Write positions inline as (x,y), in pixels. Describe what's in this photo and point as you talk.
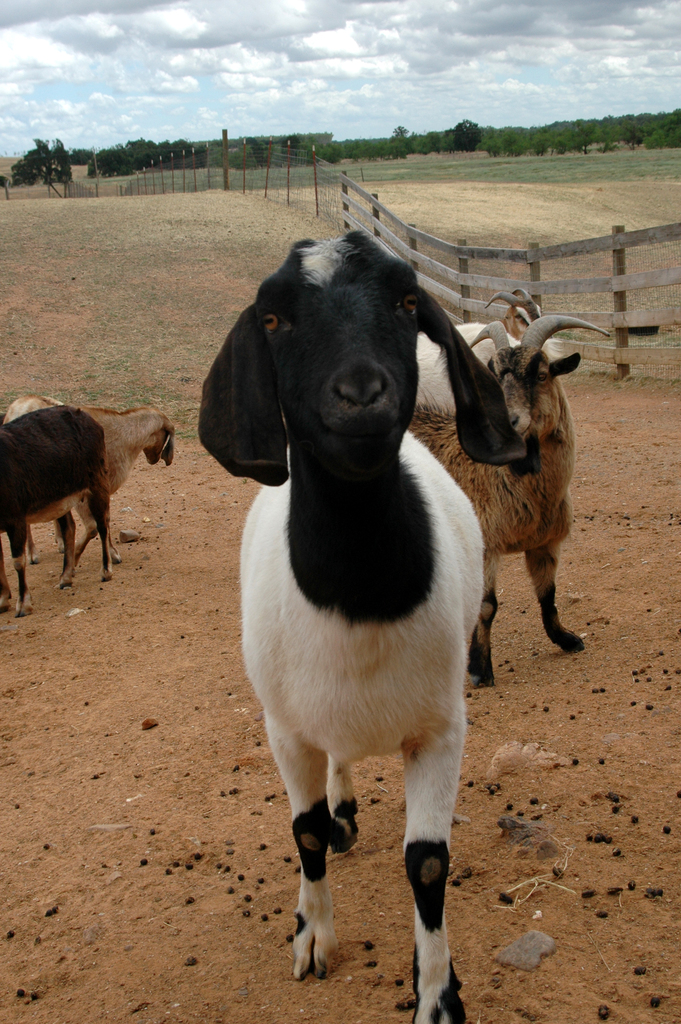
In this image we can see many trees (527,134). There is a cloudy sky (444,42) in the image. There is a fencing (285,194) in the image. There are few animals (308,519) in the image. There is a grassy land (594,158) in the image.
